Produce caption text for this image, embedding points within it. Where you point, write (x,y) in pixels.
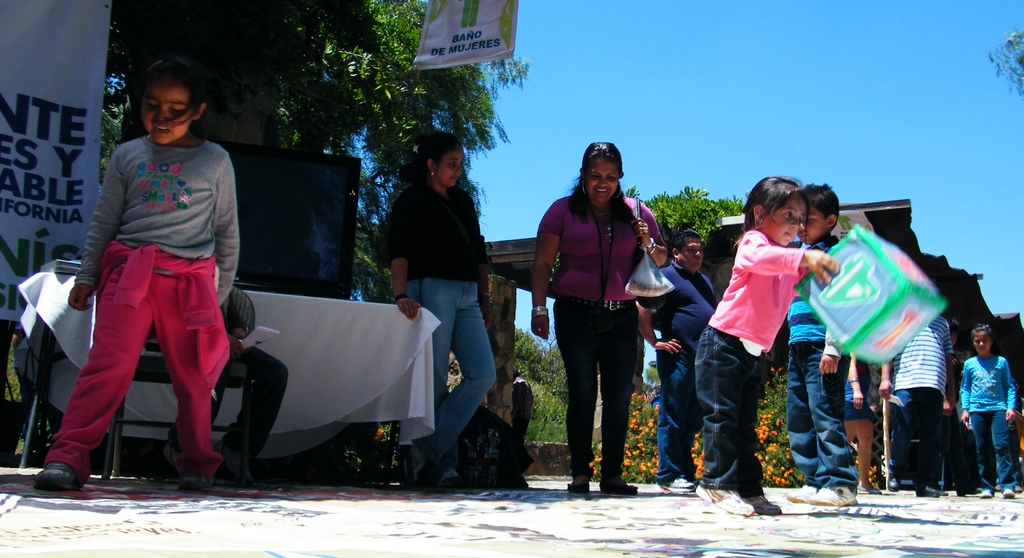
In this image, there are a few people (627,427), plants (519,363), trees (377,163). We can see the ground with some objects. We can also see a table (406,383) covered with a cloth (80,326) and some objects (324,288) are placed on it. We can see some posters (5,44) with text (472,47). We can see the sky (669,97) and the wall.
